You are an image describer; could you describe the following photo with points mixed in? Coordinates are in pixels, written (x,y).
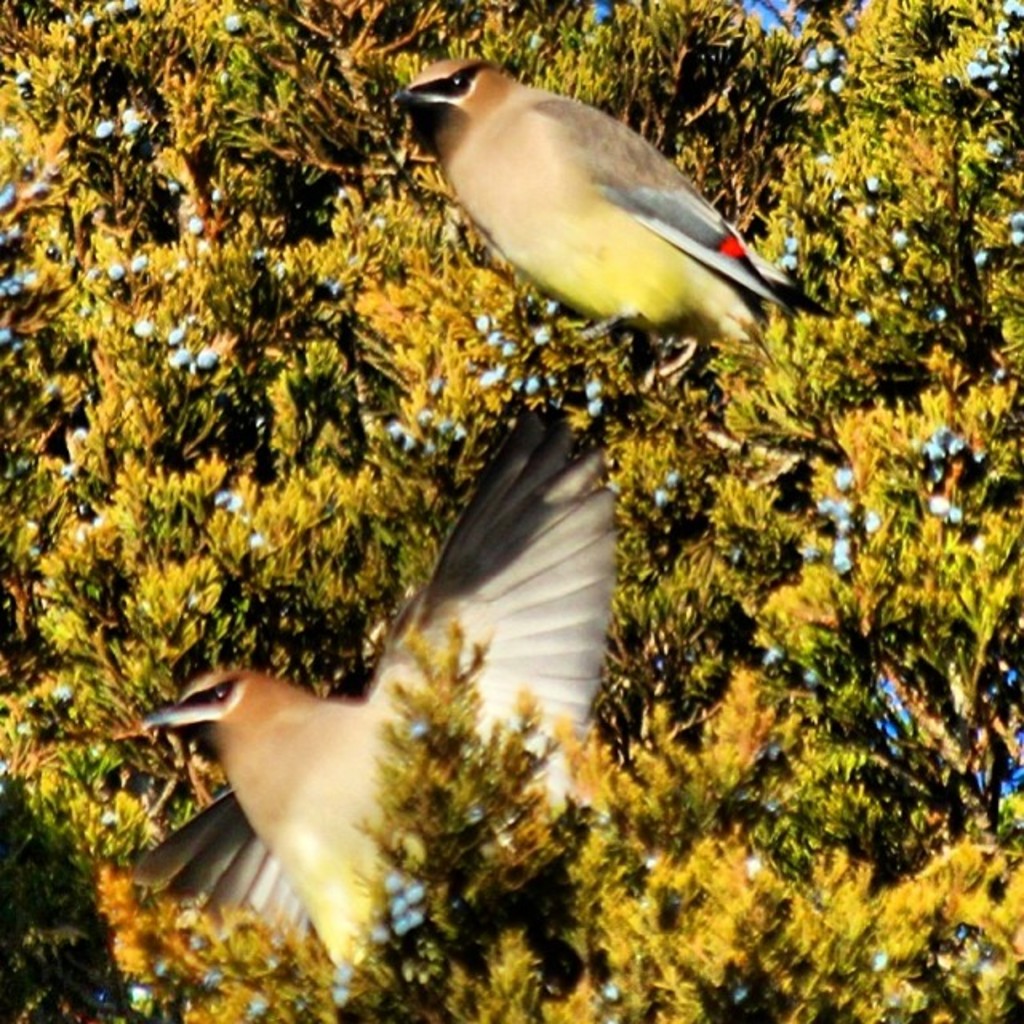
As we can see in the image there are trees (429,364) and two birds (297,770).
